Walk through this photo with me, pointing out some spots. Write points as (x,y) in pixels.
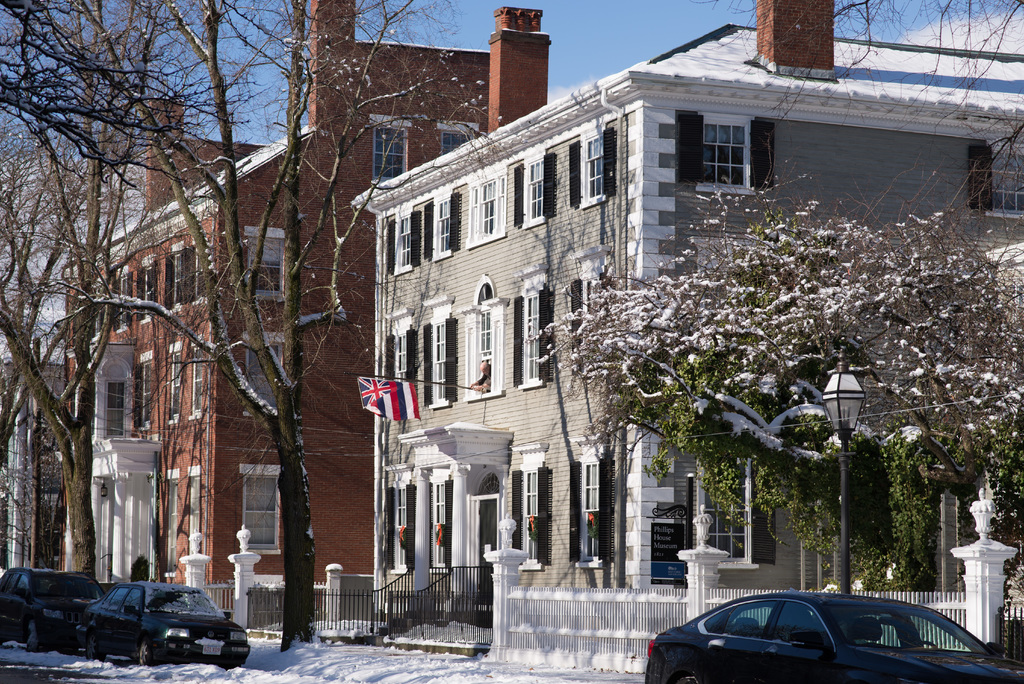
In this image we can see buildings (634,217) with windows (579,304), trees (196,334), plants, vehicles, flag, light poles (833,401) and we can also see the sky (615,1).
